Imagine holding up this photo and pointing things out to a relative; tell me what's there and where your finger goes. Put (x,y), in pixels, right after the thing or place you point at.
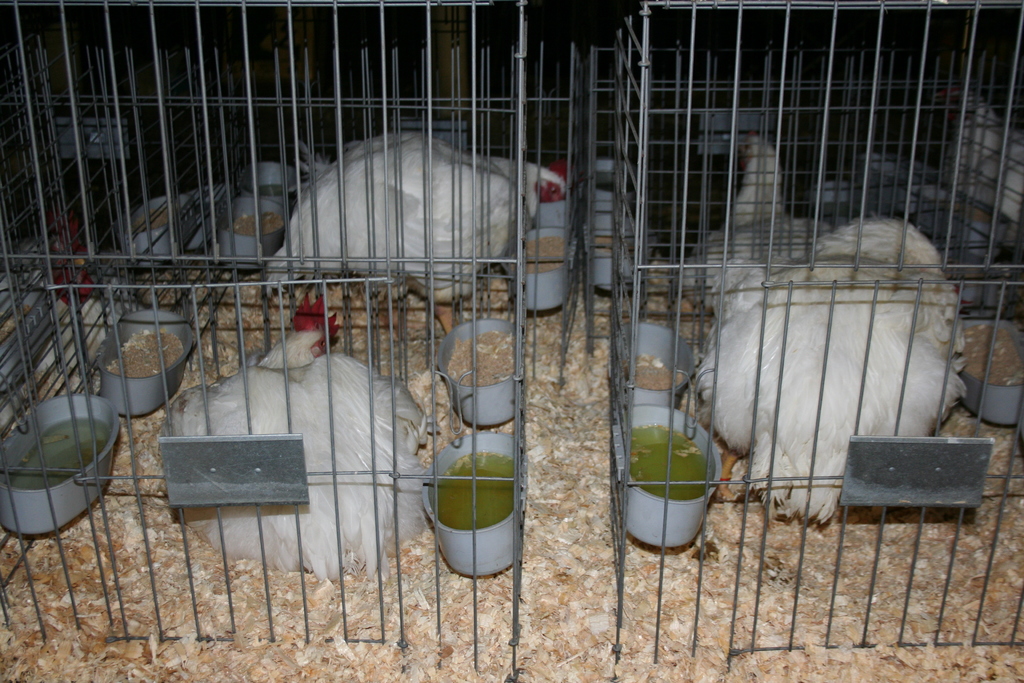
There are white color hens (348,478) are present in a cage (680,256) as we can see in the middle of this image (460,232). We can see there are some food (477,373) and water containers (490,461).
